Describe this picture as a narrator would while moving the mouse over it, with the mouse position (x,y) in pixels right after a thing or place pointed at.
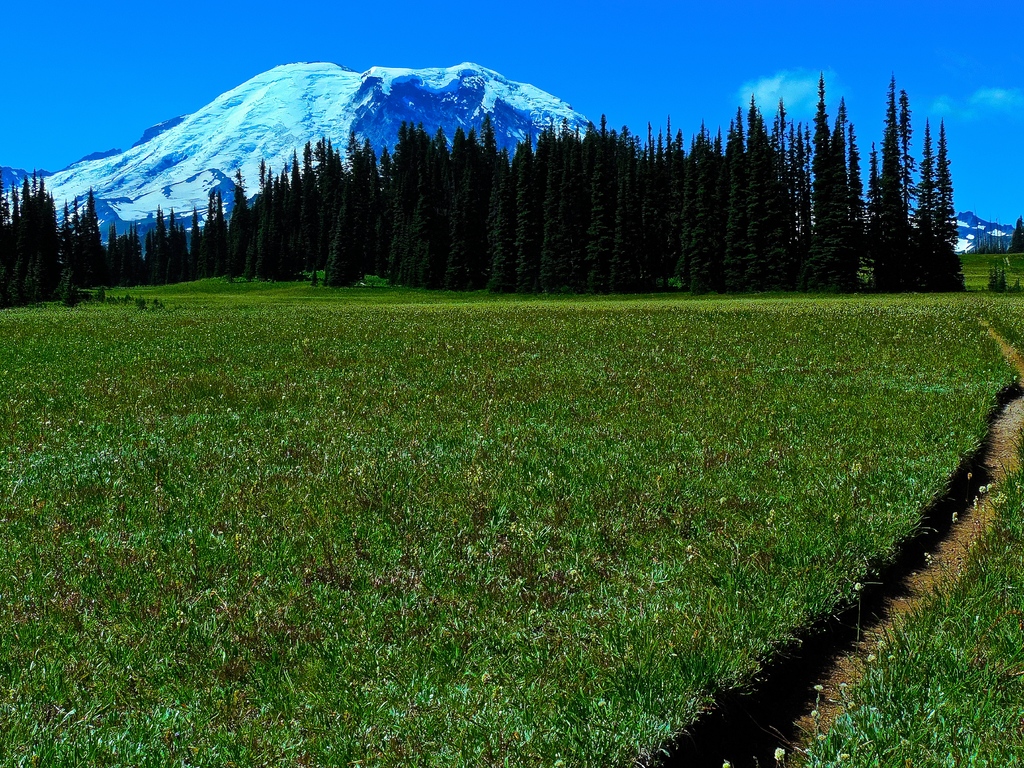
In this image we can see some trees (672,199), plants (426,605), grass (419,616) and mountains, in the background (386,32), we can see the sky (686,116) with clouds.
